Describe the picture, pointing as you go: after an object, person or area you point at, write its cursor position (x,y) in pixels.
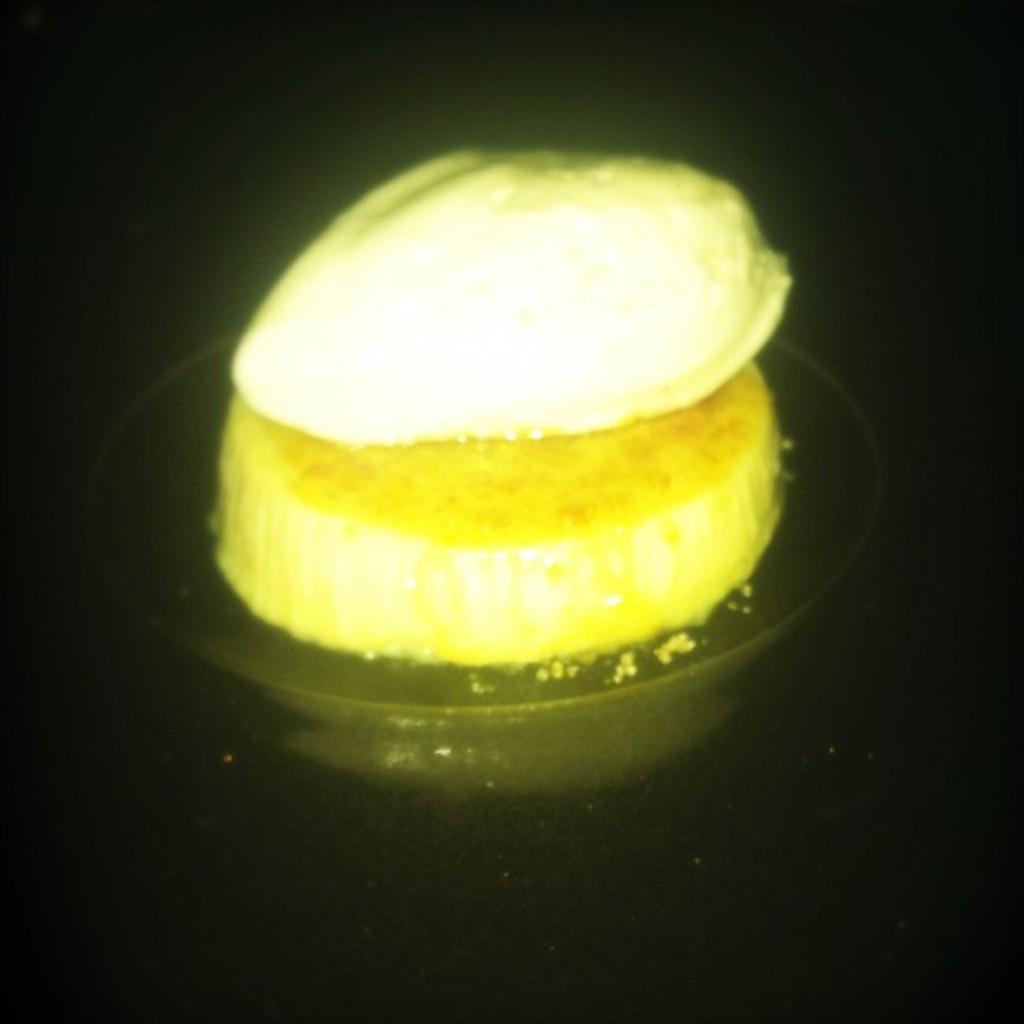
In this image in the center (353,661) there is one plate (244,663), and in the plate (268,635) there is a cake (617,320) and there is black background (767,919).
